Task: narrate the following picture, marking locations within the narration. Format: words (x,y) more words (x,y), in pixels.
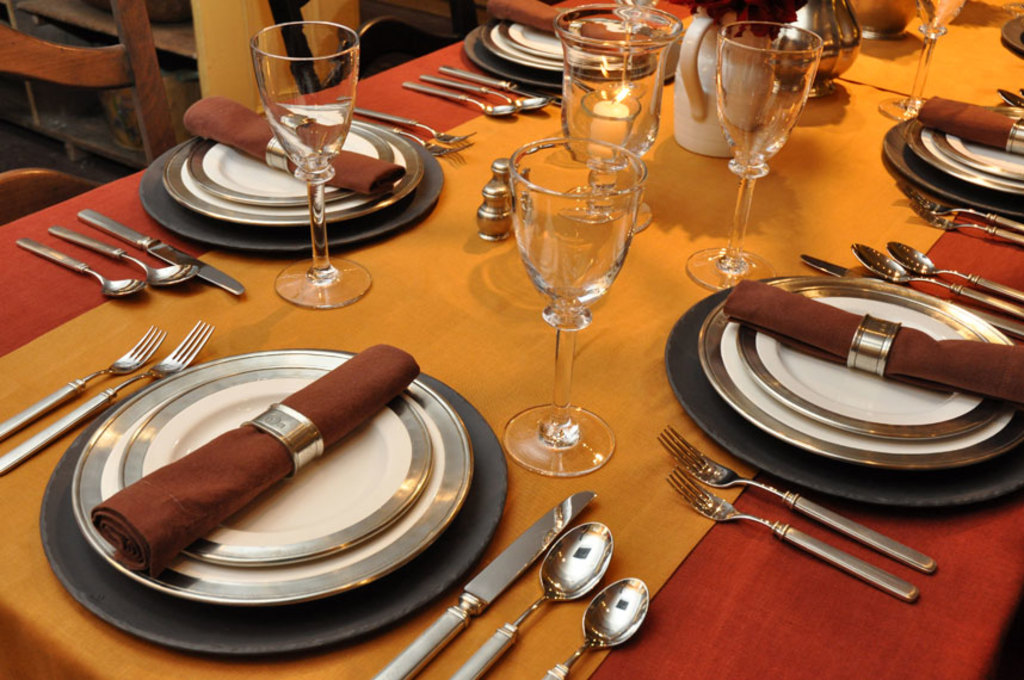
On the table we can see spoons (121,291), forks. knives (494,588), plates (388,505), clothes (165,548), glasses (726,123), flower vase pot (704,110) and other objects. On the left side (148,75) at the top corner (149,38) we can see chairs (67,53).
